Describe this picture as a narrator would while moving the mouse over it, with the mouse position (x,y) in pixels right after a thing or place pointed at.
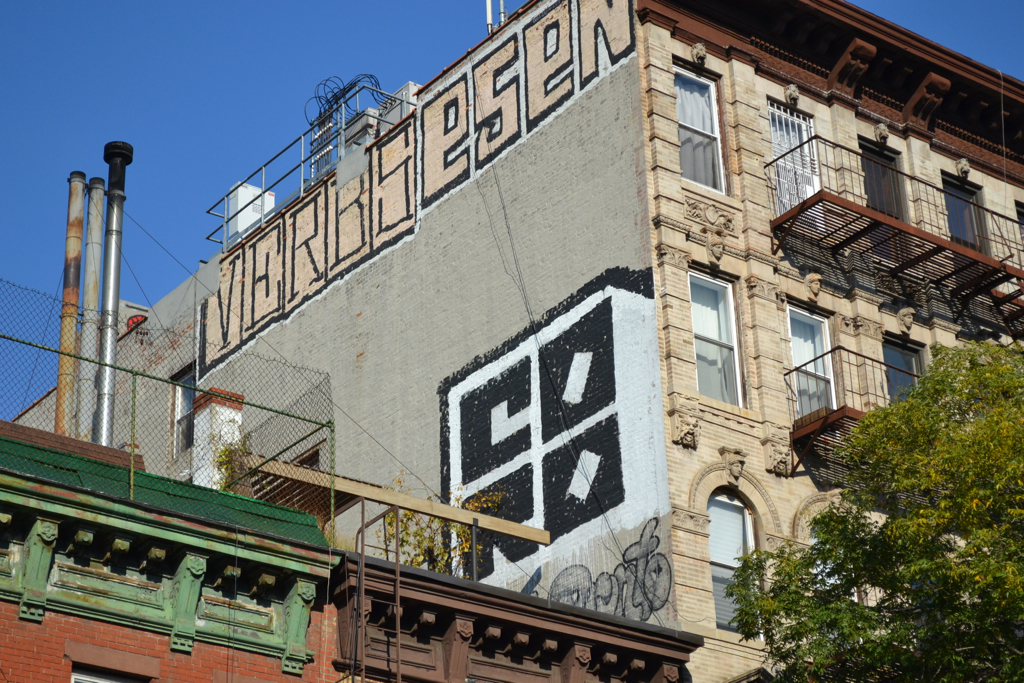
This picture is clicked outside. In the bottom right corner (916,512) we can see the tree (911,569). In the center (551,331) we can see the buildings (512,431) and we can see the net (156,366), metal rods (175,379) and the plants (444,523) and we can see the text (404,136) on the building (493,310). In the background (306,87) we can see the sky (274,76).
